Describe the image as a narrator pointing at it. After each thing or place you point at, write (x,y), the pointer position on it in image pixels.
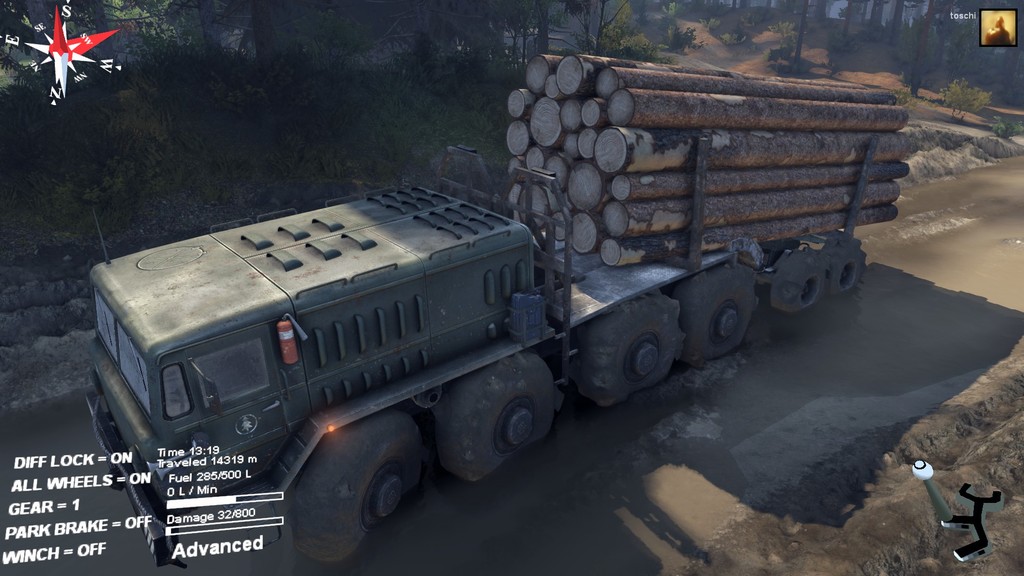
This picture is an animated image. In this image we can see one vehicle (592,289) on the road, one fire extinguisher (281,334) attached to the vehicle (419,324), one object (531,322) on the vehicle (619,270), some cut tree stumps (630,209) on the vehicle (615,290), two objects (979,503) on the bottom right side of the image (952,519), some text (237,458) on the bottom left side of the image (193,448), some text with an image (63,34) on the top left side of the image (65,47), some text (960,19) on the top right side of the image (973,21), one photo (992,35) on the top right side of the image (1009,38), some trees (932,36), bushes (150,82), plants (379,119) and grass (245,155) on the ground (187,159).
